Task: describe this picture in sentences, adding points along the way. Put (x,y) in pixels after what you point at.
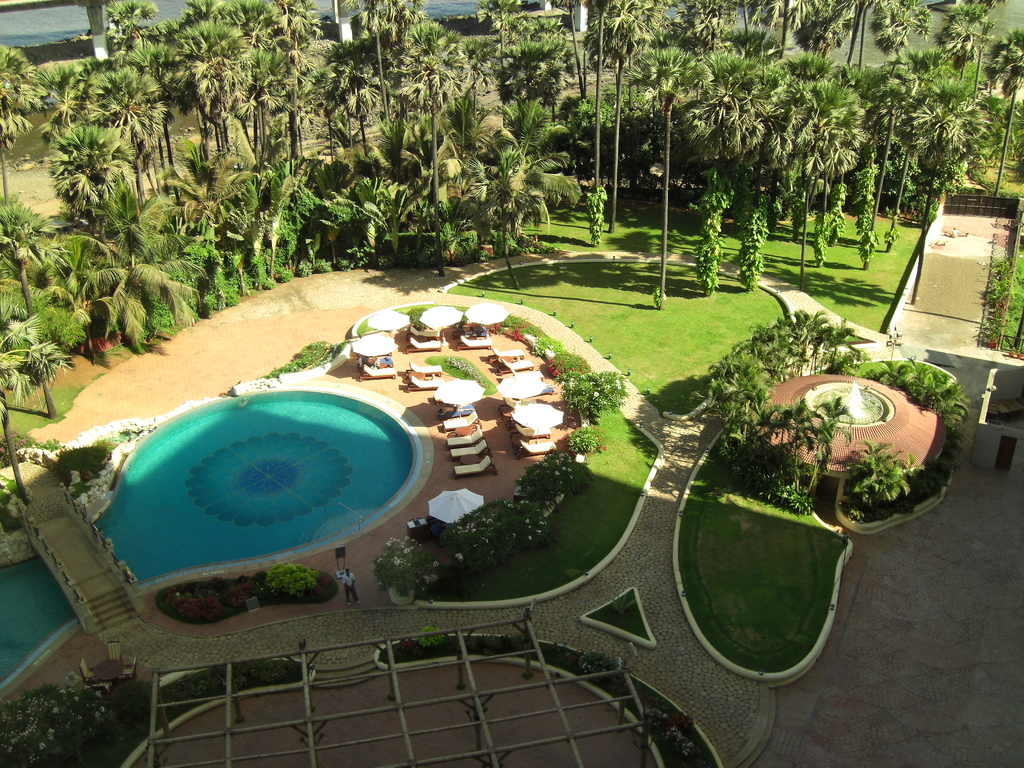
In this image there is a swimming pool (308,457), few chairs (480,453) and tables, a person (352,594) near the pool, few garden plants (330,597), trees (525,221), grass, a few stone pillars (97,59) and a wooden tent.
